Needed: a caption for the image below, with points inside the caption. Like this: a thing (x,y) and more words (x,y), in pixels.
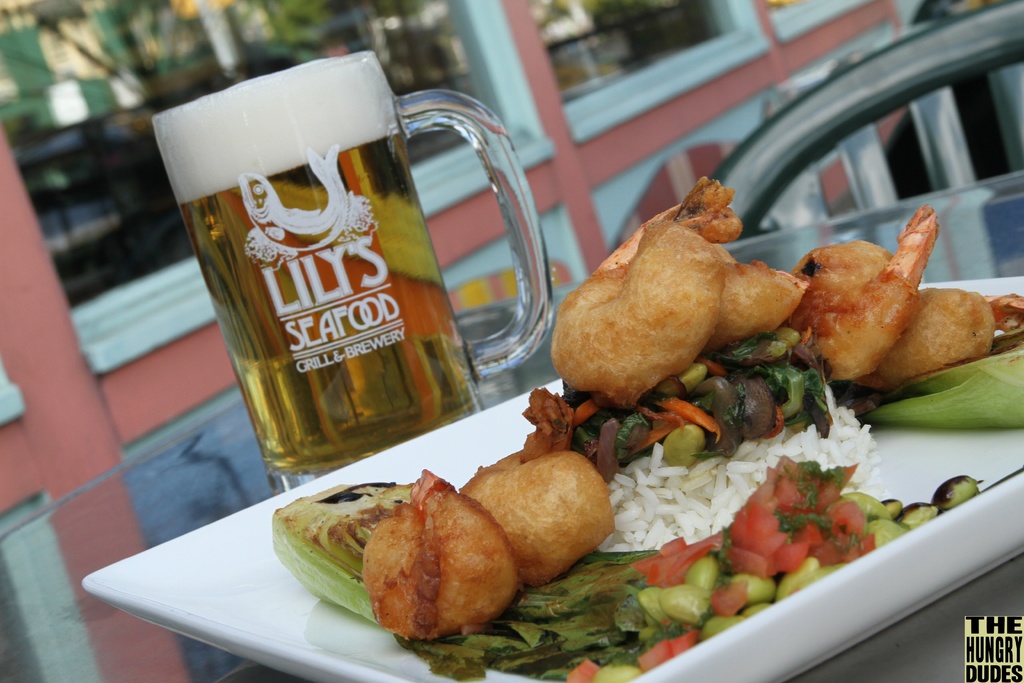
This picture shows some food (720,491) in the plate (1010,469) and a Beer glass (407,300) on the table (879,673).
